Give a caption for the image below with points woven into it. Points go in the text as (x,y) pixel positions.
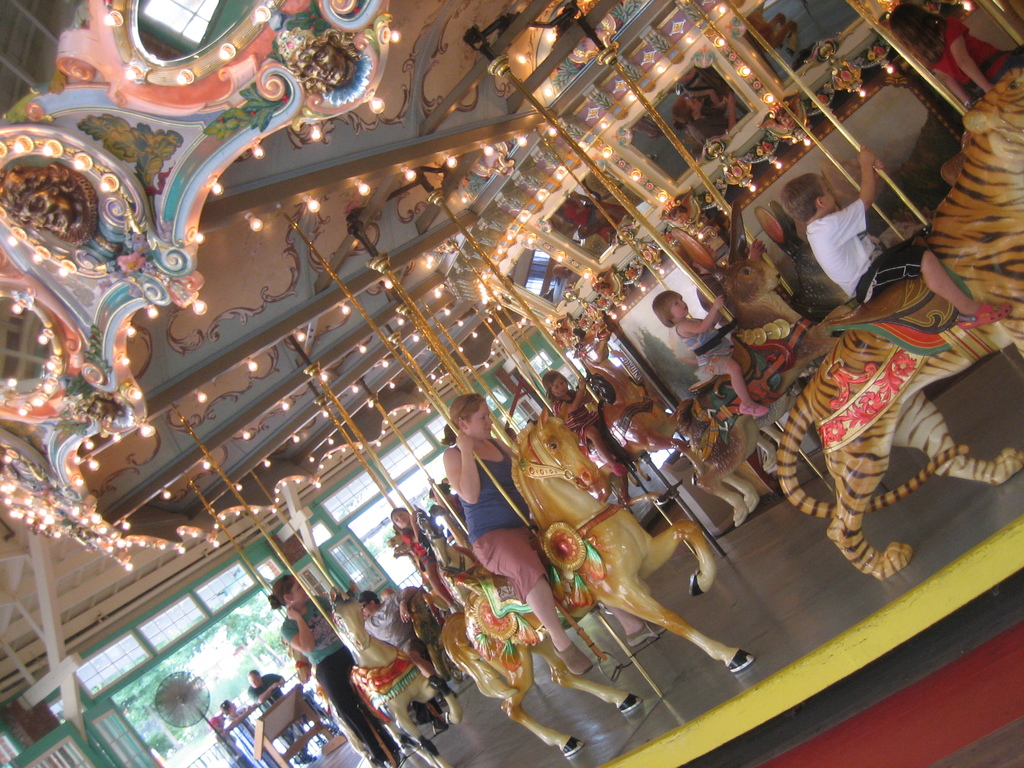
Here in this picture we can see a carousel (295,86) present over there and on that we can see some children (841,277) and people (495,541) sitting over there and we can see it is fully decorated with lights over there and in the far we can see other people (260,684) also standing over there and we can also see a table fan (191,673) present over there and we can also see plants (262,631) and trees (215,638) in the far over there.
